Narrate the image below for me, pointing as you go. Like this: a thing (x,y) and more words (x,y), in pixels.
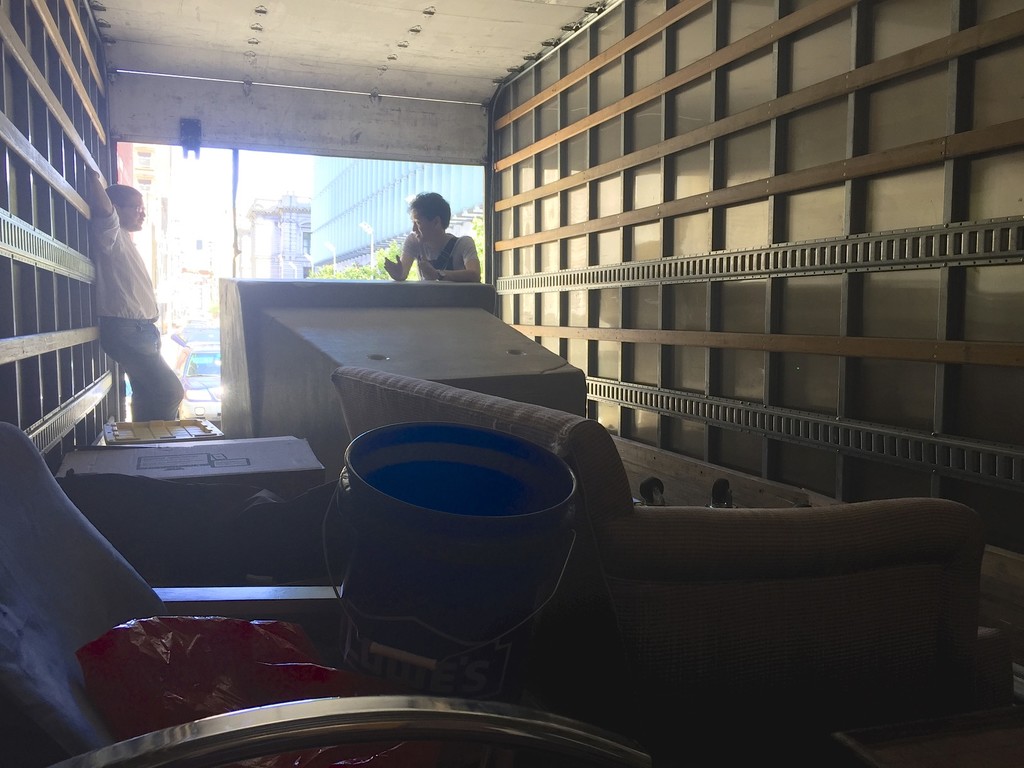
In this image I can see chairs (505,707), bucket (401,494) and a large object (296,325) in the front (409,349). 2 people (472,266) are present. There are plants (477,236), buildings (374,221) and vehicles (185,329) at the back (195,340).
